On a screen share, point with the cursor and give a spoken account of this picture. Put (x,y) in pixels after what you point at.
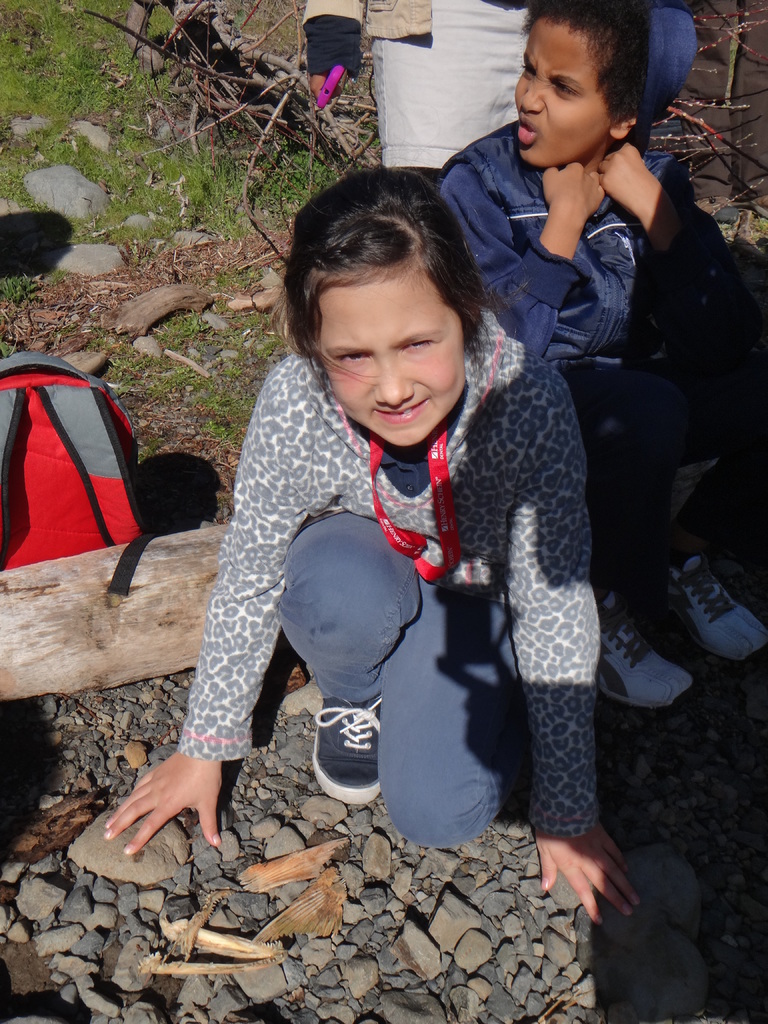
In the center of the image (335,506) there is a kid (305,517) sitting on the ground (280,725). In the left side of the image (13,440) there is a bag (19,462). On the right side of the image (637,683) we can see kids (551,118). In the background (74,199) there are stones (76,185), grass (141,95) and plants (235,86).
